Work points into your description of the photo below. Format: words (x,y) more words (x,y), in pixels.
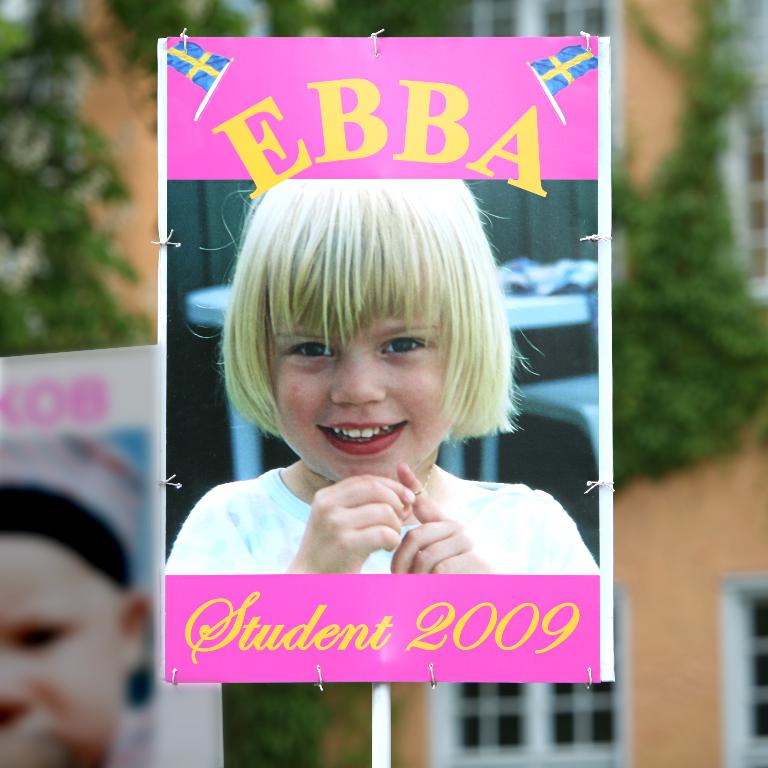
In this image there is a poster (332,377) in middle of this image (449,348) and there is a kids picture (369,439) on it. There is one another poster (149,592) on the left side of this image (107,588) and there are some trees (711,366) in the background (711,366). There is a building (651,676) as we can see from the bottom right side of this image (667,623).
